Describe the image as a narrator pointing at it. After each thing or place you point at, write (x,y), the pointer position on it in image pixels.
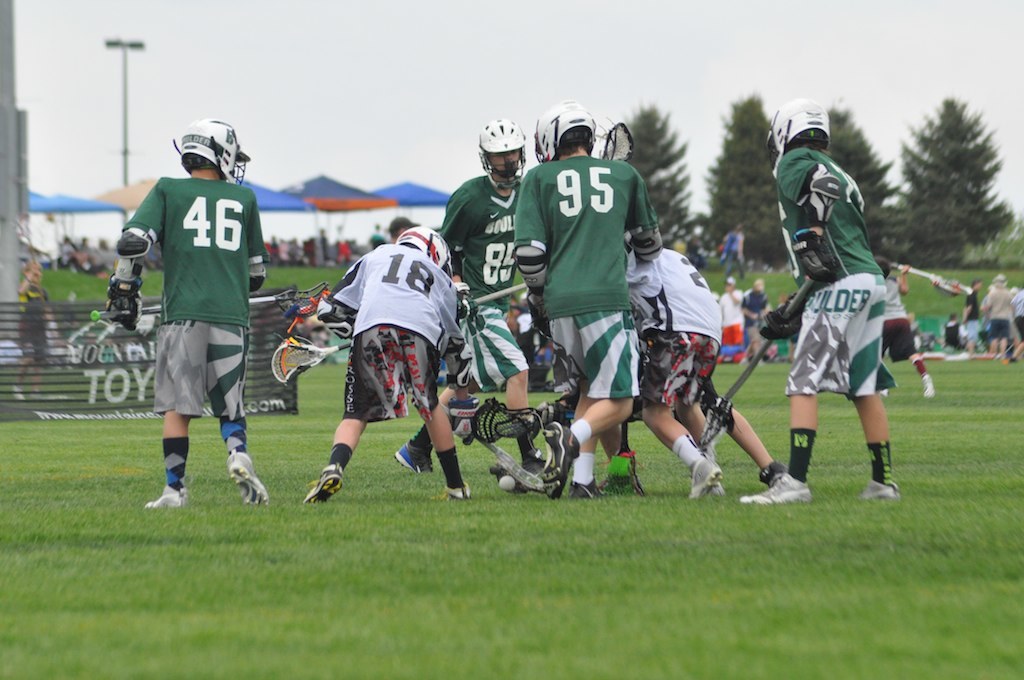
In the center of the image (473,237) there are people (554,208) wearing helmets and playing a game. At the bottom of the image (426,556) there is grass (622,565). In the background of the image (756,216) there are trees (751,154), tents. There are people (290,259). At the top of the image (491,82) there is sky (271,56).
